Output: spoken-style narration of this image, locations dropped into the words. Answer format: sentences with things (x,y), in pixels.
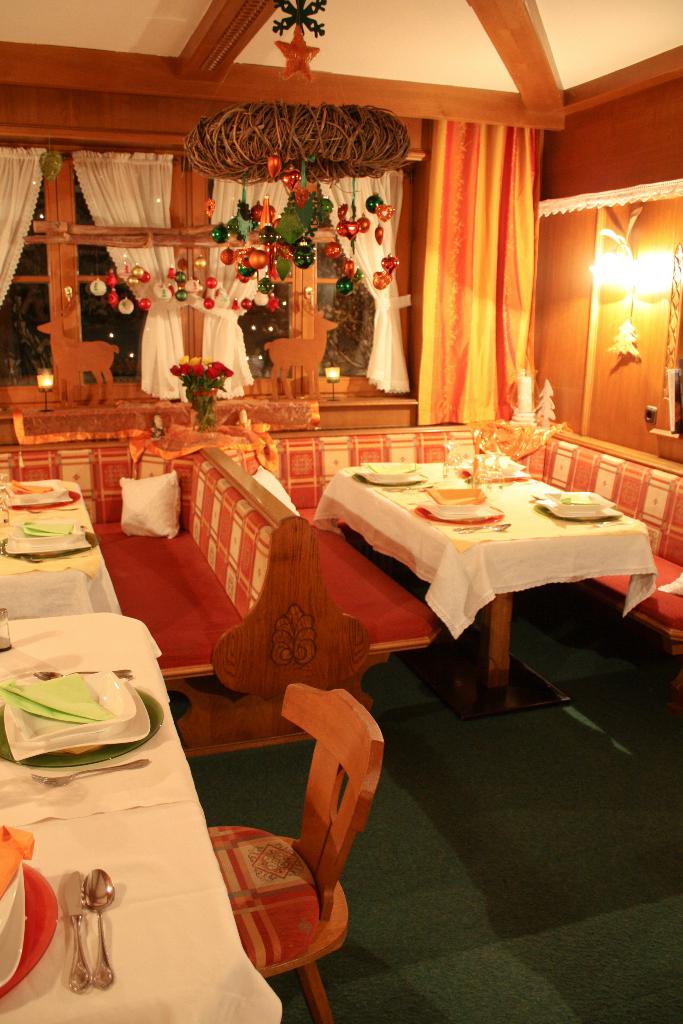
In this image we can see the chairs (334,851). And we can see plates (104,690), spoons (93,893) and some other objects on the table (97,631). And we can see a flower vase (200,395). And we can see the lights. And we can see some decorative items (235,174). And we can see the wooden wall (103,117).
